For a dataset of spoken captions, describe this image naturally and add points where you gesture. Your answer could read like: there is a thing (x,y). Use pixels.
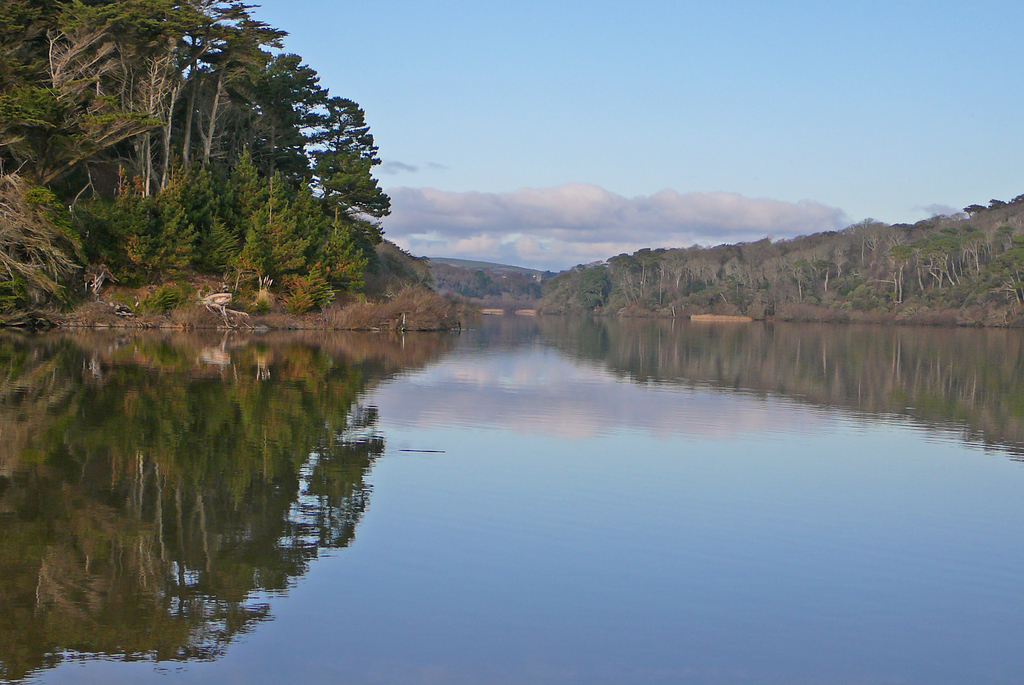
In the image we can see water (554,468), trees (147,182), hill (452,264) and the cloudy sky (457,255).
